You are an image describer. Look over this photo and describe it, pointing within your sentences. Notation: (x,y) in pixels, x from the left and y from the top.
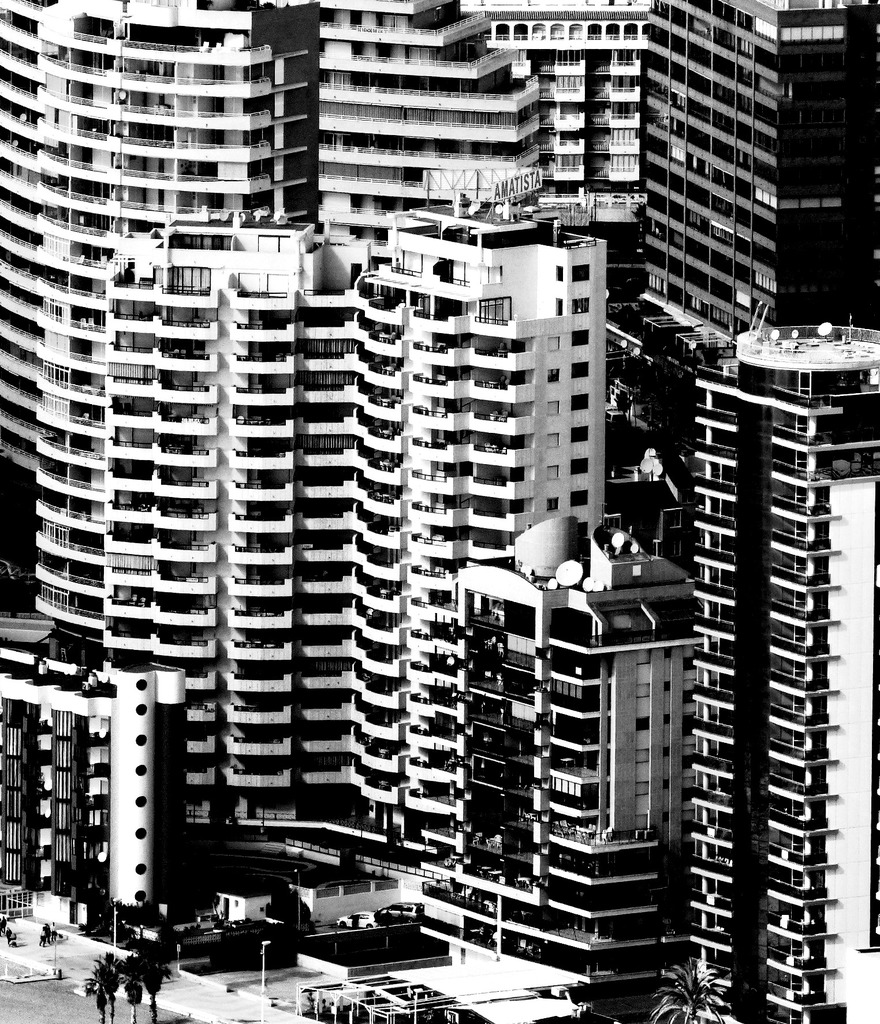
This is a black and white picture. I can see trees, buildings (418,816), vehicles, poles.
